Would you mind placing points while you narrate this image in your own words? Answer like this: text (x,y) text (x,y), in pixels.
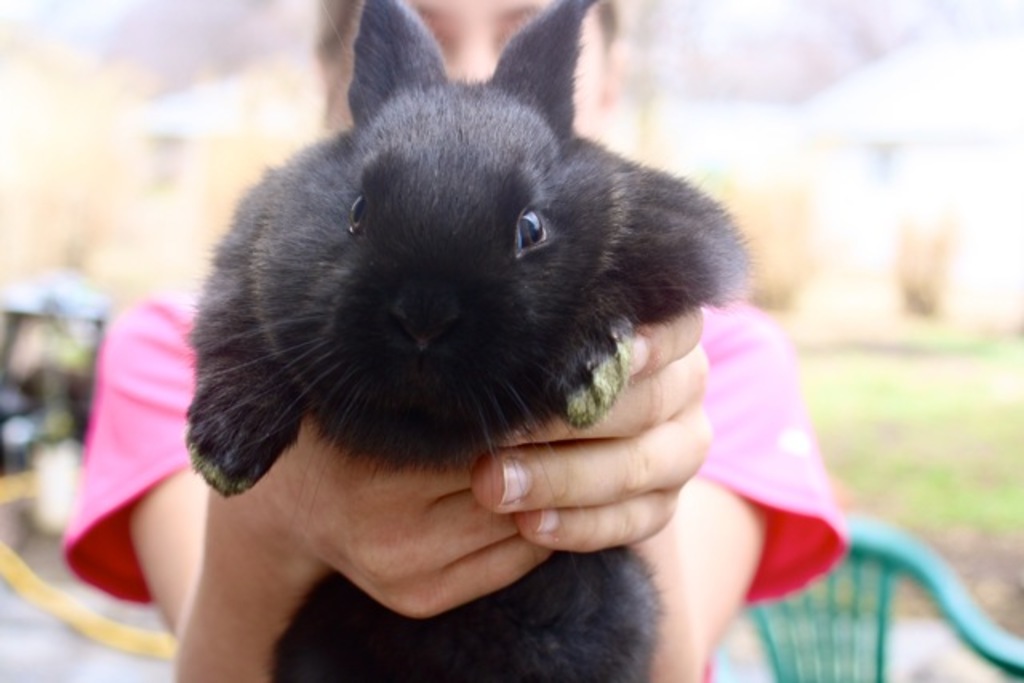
In this image, we can see a person (438,538) holding a black rabbit (382,281). In the background (957,574), there is a blur view. In the bottom right side of the image (860,637), there is a chair (851,634).
